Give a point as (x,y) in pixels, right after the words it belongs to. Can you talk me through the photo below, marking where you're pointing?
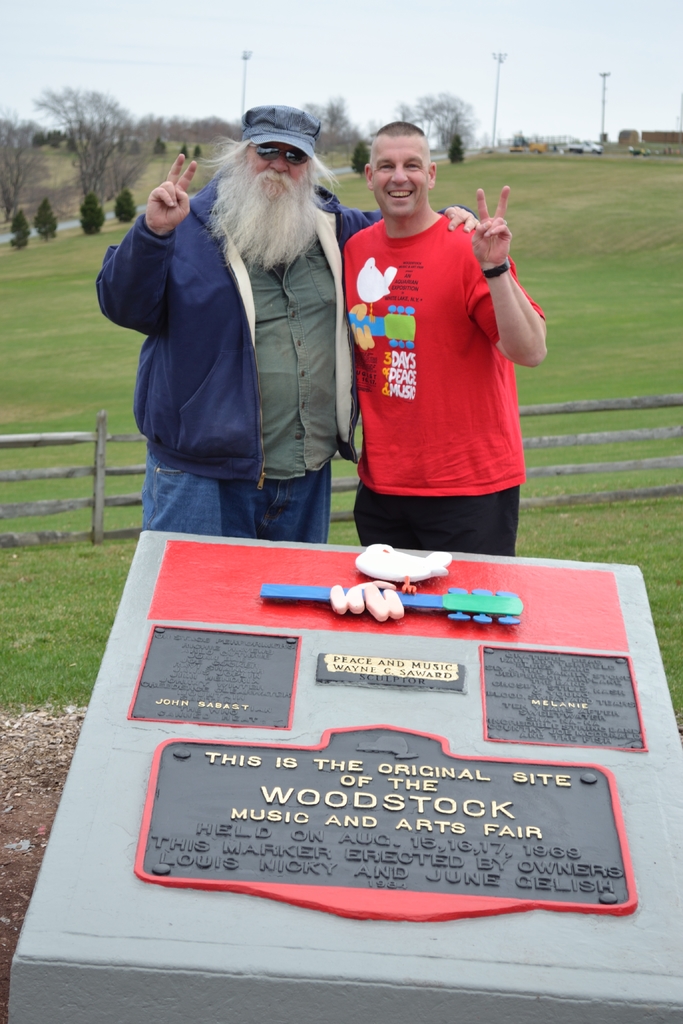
In this image I can see two men (242,483) are standing, I can see smile (396,192) on his face (408,184) and here I can see he is wearing a jacket (208,340) and a cap (245,135). I can also see he is wearing shades (301,159). Here I can see something is written and in the background (90,648) I can see an open grass ground (52,702), number of trees (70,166), poles (603,104) and few vehicles (543,149).
